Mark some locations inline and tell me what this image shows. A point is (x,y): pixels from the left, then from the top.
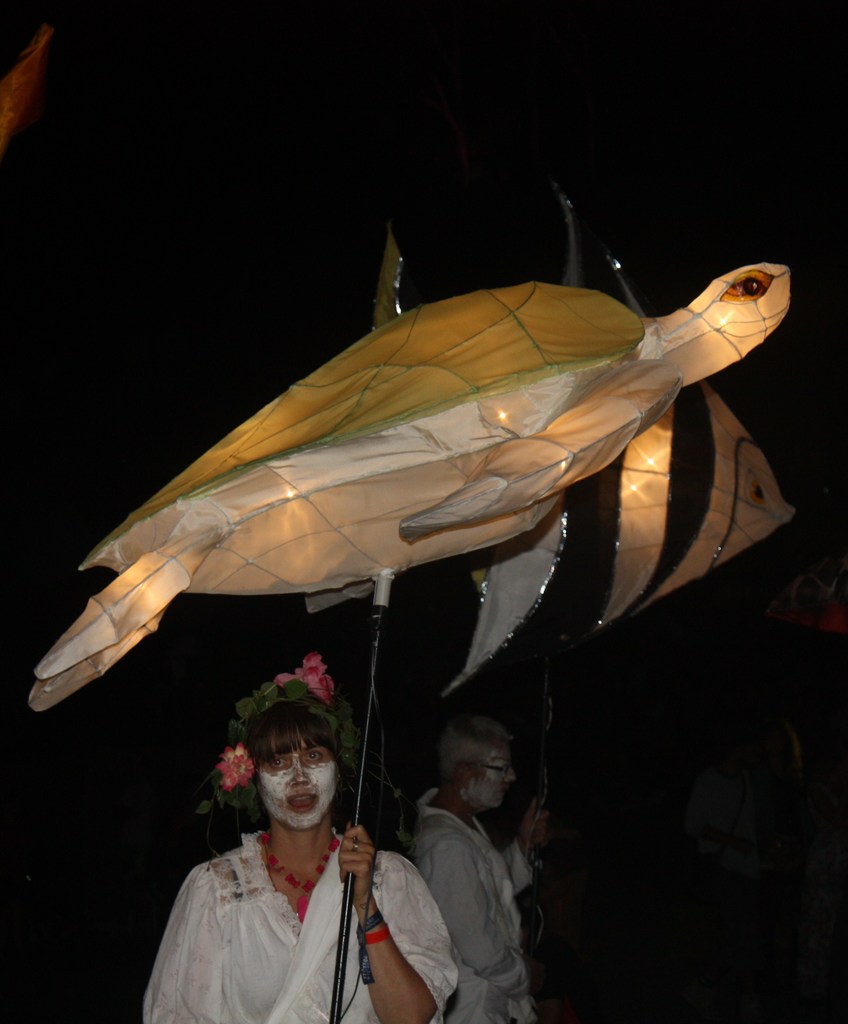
In the center of the image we can see two persons (465,887) are standing and they are in different costumes (309,887). And they are holding some objects (548,694), in which we can see sticks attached to the lanterns (365,507) of tortoise (501,536) and fish (638,514).
